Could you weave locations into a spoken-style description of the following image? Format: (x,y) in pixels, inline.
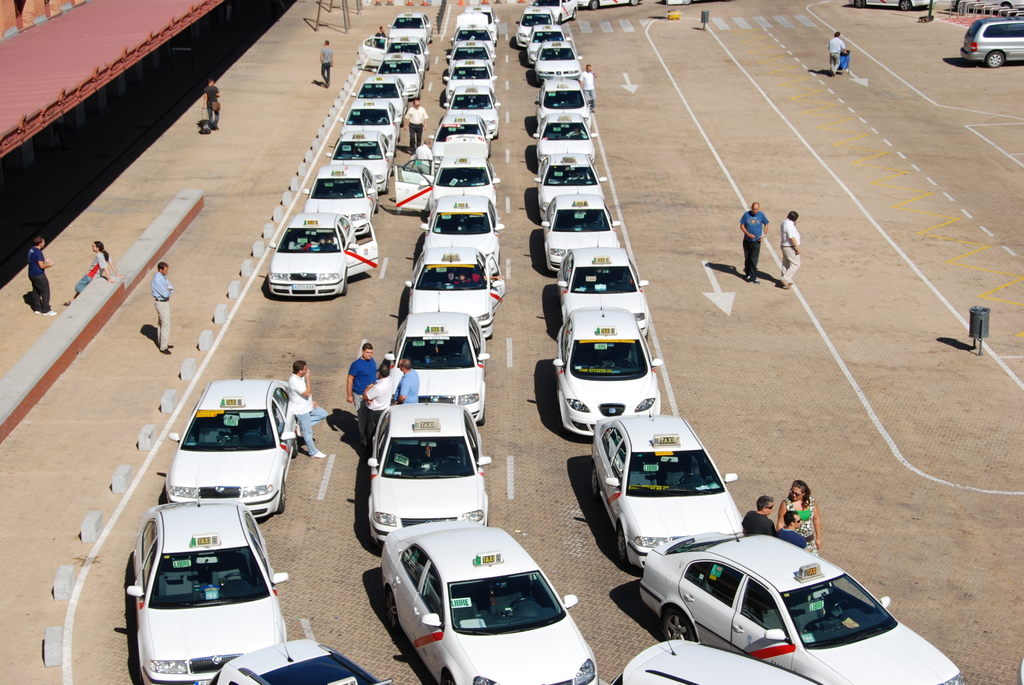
In this image in the center (449,450) there are some cars (787,623) and there are group of people (302,397) standing, and some of them are walking. At the bottom (892,529) there is walkway (792,309), and in the background (935,19) there are some objects (921,19), poles (929,8), and on the left side of the image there is wall (10,408) and some objects (51,640). And in the top left hand corner (83,117) it looks like a building (101,101).
